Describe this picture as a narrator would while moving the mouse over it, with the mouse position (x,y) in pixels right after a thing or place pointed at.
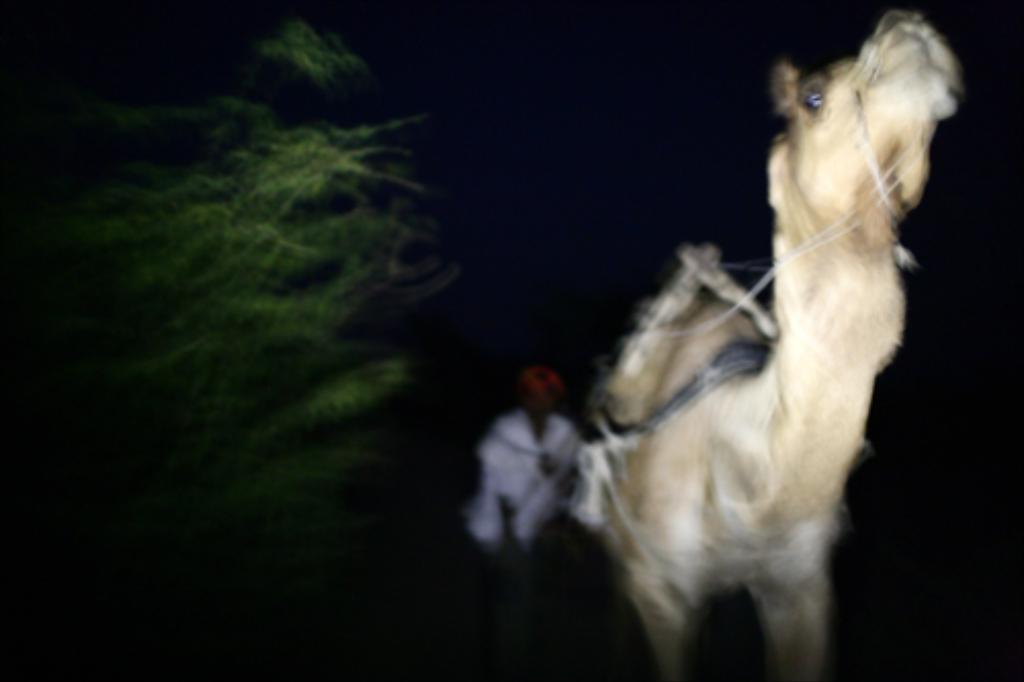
In this picture there is a brown color camel (712,537), standing in the front (869,275) and looking into the camera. Beside there is a man (518,477) wearing white color shirt (547,482) is standing. On the left corner (220,98) there is a green tree (250,98). Behind we can see the dark background.
